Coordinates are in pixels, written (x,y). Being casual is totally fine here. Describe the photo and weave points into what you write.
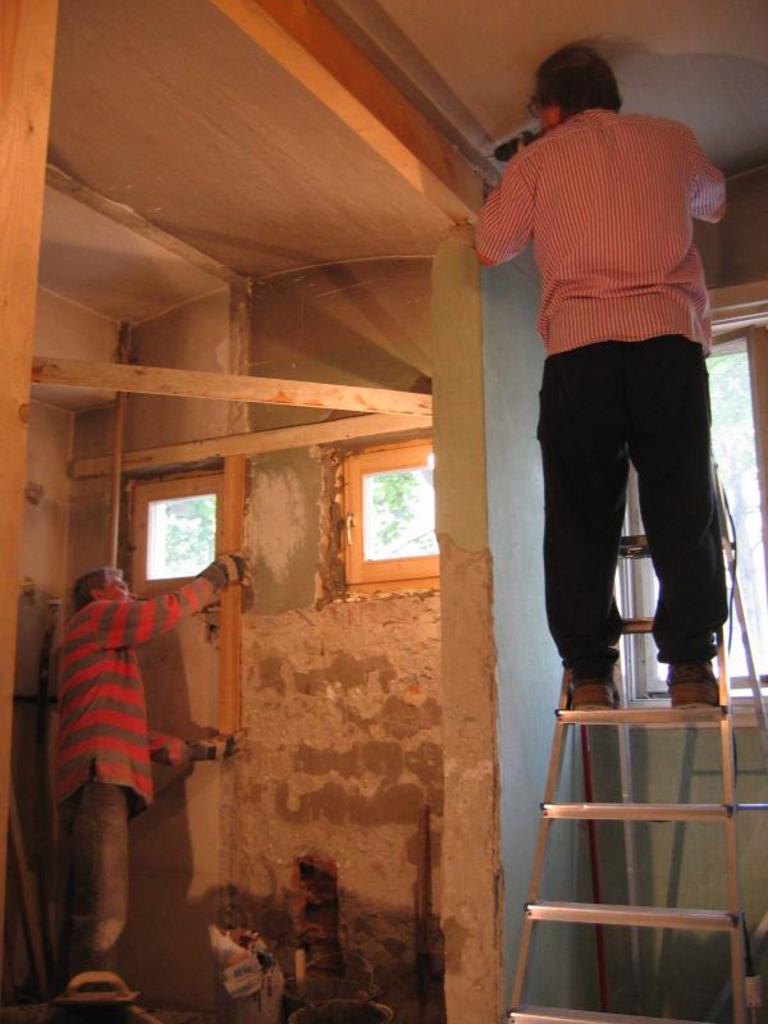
On the right side of the image (678,699) we can see one person (667,655) is standing on the ladder (697,720) and he is holding some object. On the left side of the image (81,817), we can see one more person (140,779) is standing and he is also holding some object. In the background (312,655) there is a wall (316,636), roof (172,216), windows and a few other objects (99,981).
